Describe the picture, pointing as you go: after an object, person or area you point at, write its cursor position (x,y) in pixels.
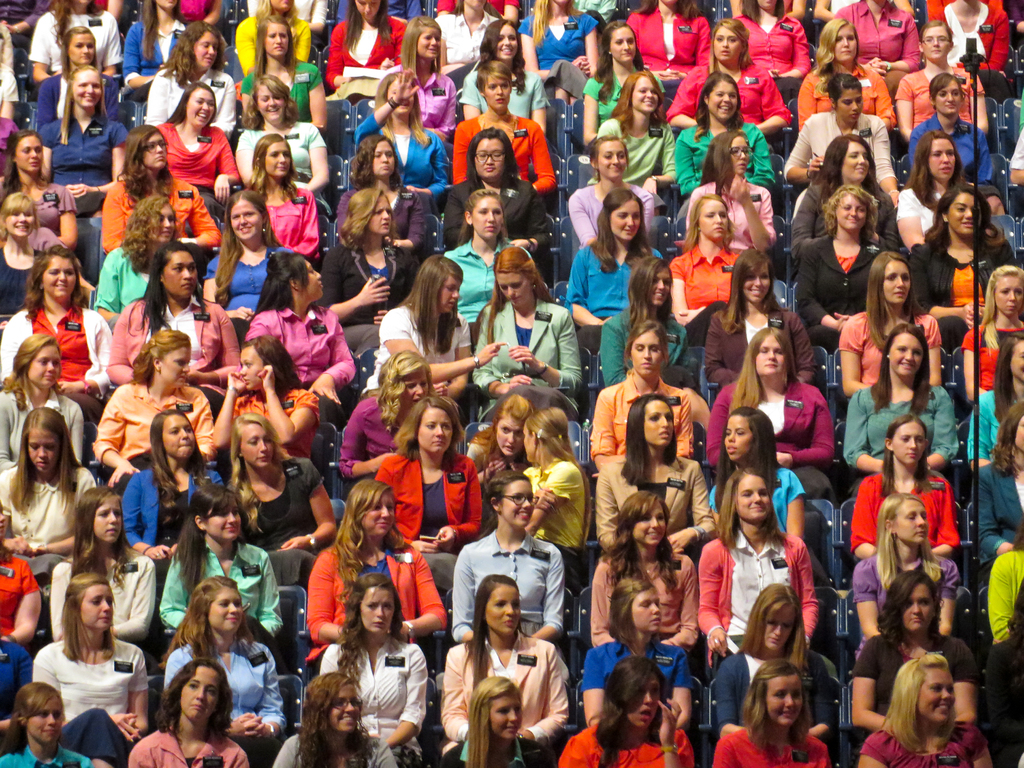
In this picture there are women (53,596) sitting in chairs (566,570). The women (72,152) are wearing badges (128,569).
